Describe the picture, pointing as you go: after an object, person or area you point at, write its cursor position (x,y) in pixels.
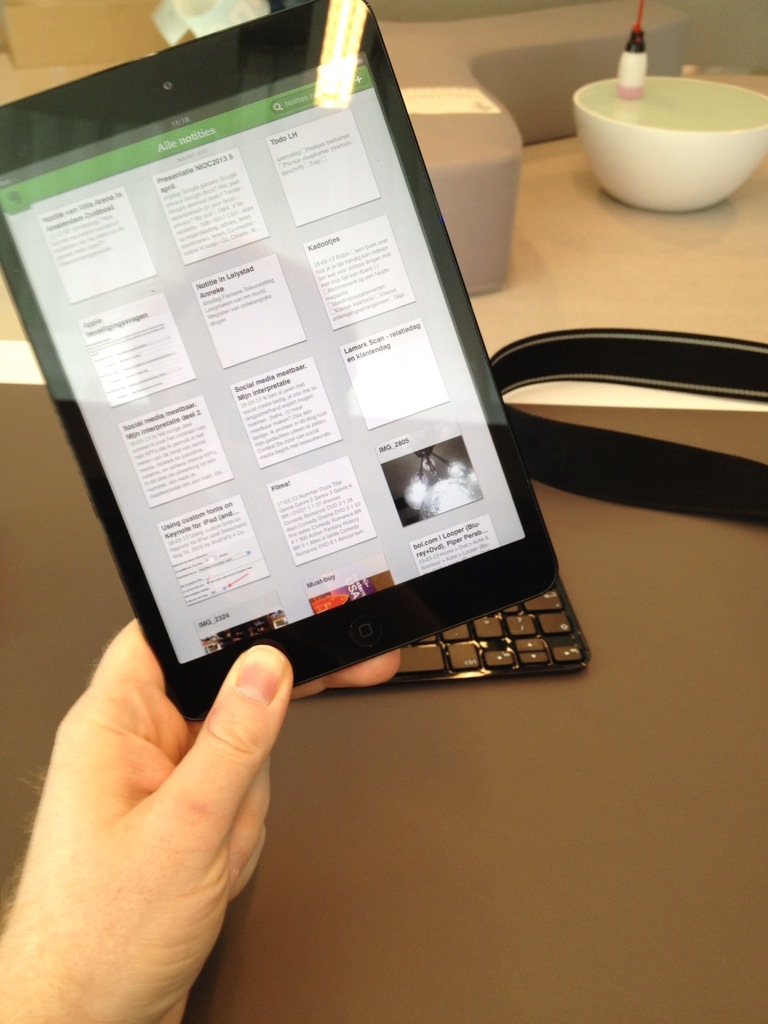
In this image we can see a person's hand (152,816) holding a tab (280,486), there is a bowl (692,171) with an object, a keyboard (495,636) and few other objects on the table (710,427).
